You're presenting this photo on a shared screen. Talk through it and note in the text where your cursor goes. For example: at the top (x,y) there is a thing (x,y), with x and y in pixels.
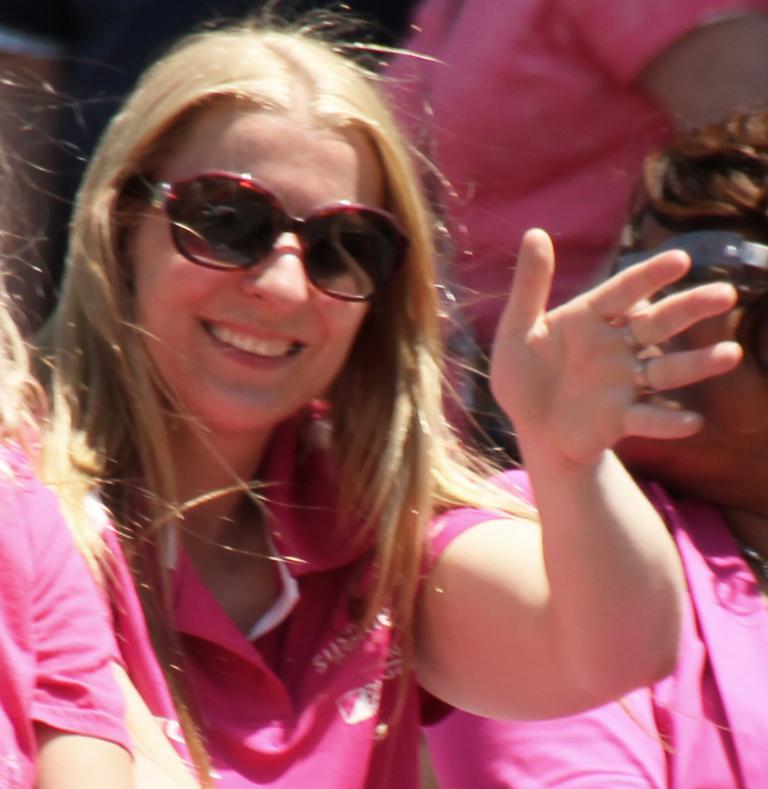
In the foreground of this image (209,617), there is a woman (245,515) wearing spectacles (326,234) is waving her hand (593,342). On either side to her, there are two women (699,647). At the top (536,57), there are people (86,27) truncated.
